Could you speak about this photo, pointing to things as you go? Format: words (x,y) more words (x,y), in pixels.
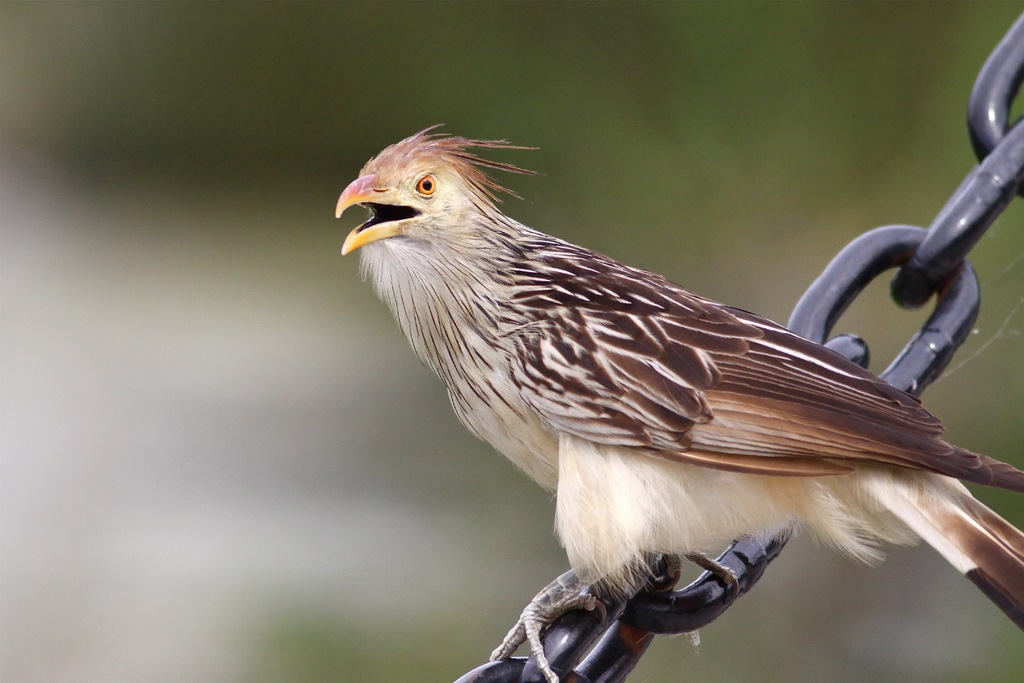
In this image there is a bird (757,326) sitting on the iron chain (760,561).
